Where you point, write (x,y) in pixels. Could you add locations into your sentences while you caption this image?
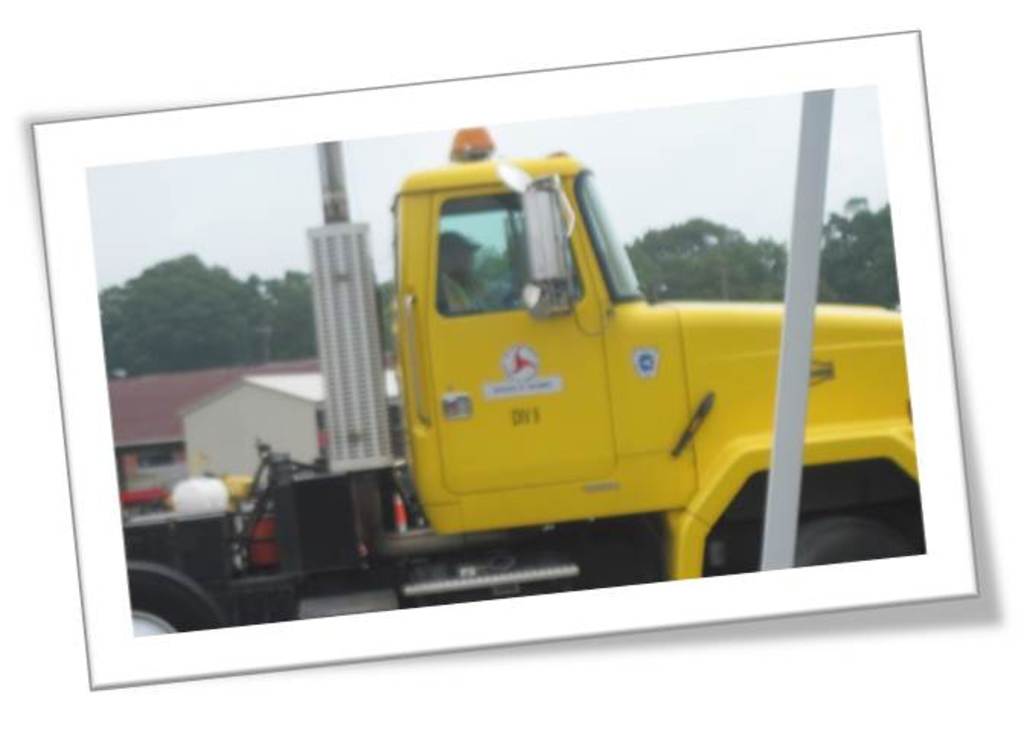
In this image there is a photograph (285,291), there is the sky (239,209), there are trees (216,304), there are buildings (234,412), there is a vehicle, there is a man (465,256) sitting inside the vehicle (441,234), there is a metal pole (804,330), the background of the image (214,89) is white in color.
